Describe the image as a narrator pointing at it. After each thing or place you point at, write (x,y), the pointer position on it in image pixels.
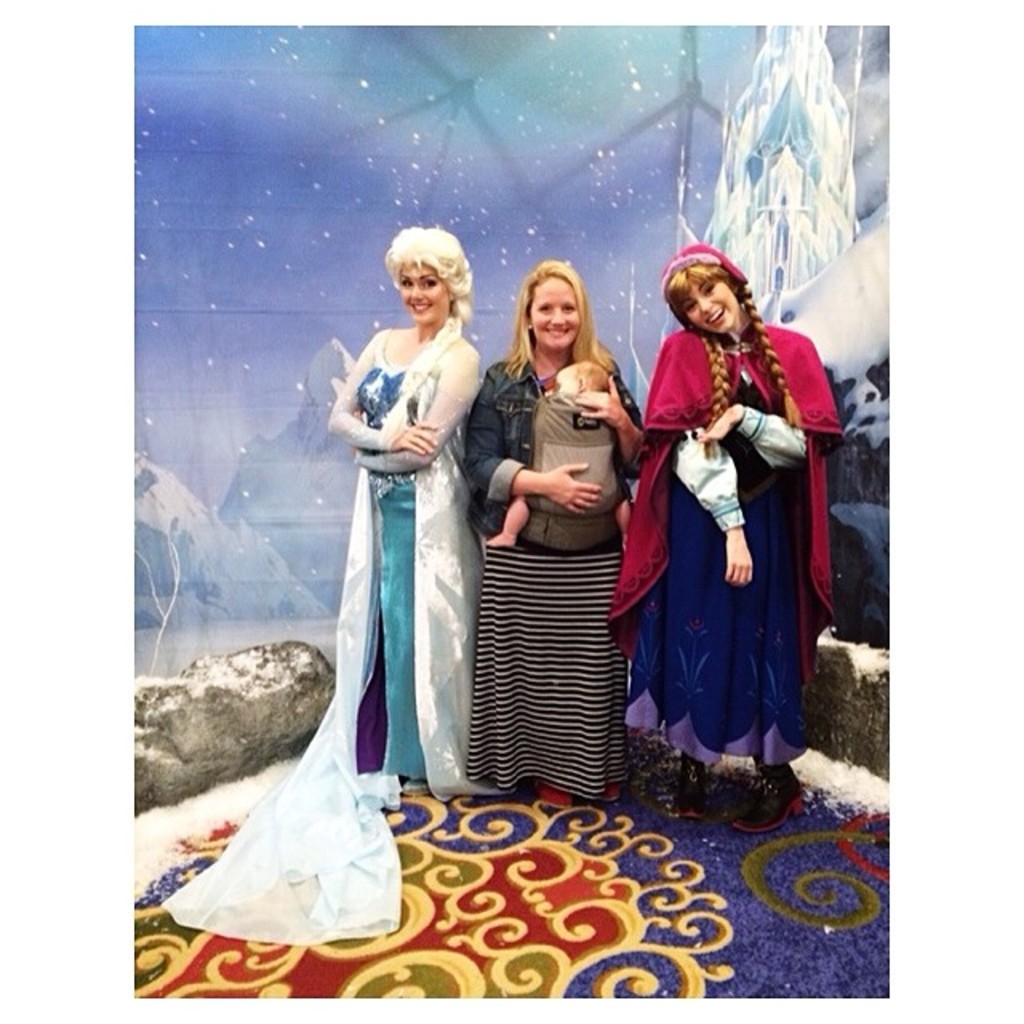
In this image in the center (529,465) there are three people (646,536) standing, and one woman (551,481) is holding a baby (590,369). And at the bottom (824,879) there is floor (829,890) and some art (874,898), in the background (238,597) there is some light (831,219) coming out and objects (785,154) and snow mountains (239,532).
